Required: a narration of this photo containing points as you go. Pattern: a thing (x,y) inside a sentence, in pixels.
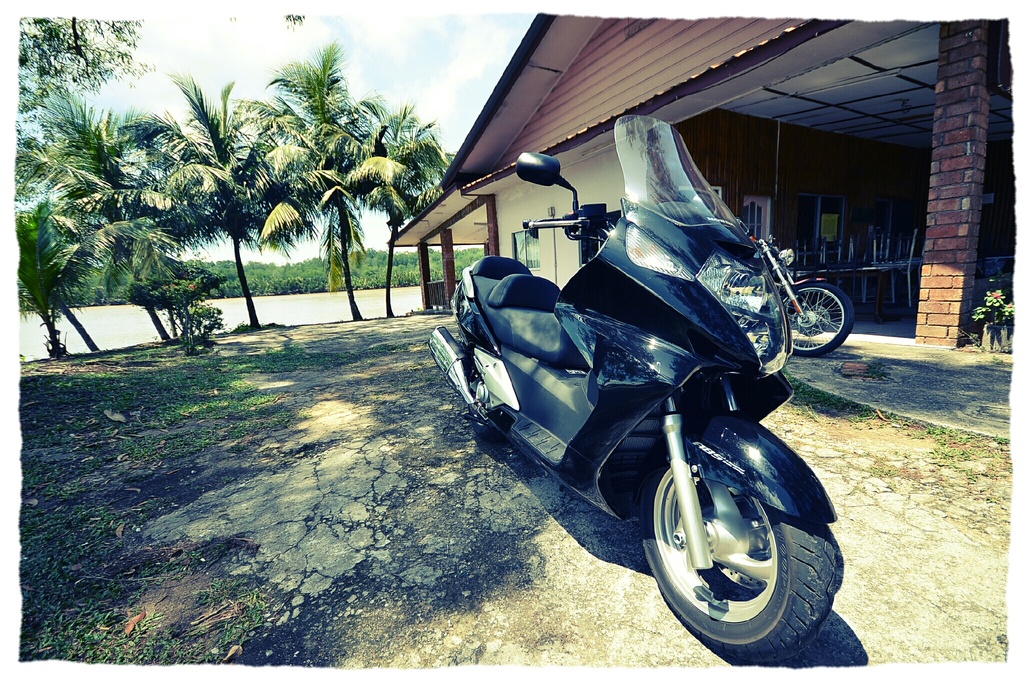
In the image we can see there are two bikes (722,306). We can even see there are chairs (849,257) and brick pole (956,180). Here we can see trees (185,237), water (254,297) and a cloudy sky (385,75). We can even see the grass (238,371) and the house (522,64).
